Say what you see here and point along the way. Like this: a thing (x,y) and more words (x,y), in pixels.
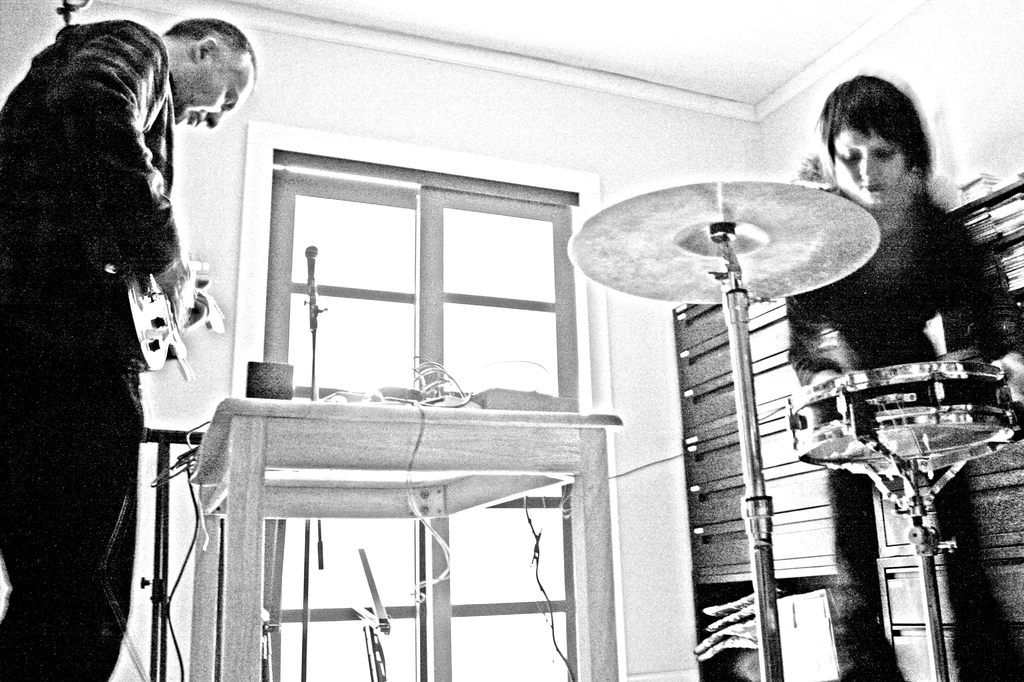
This is a black and white image clicked inside the room (172,615). On the right side of the image (919,299) there is a person (902,270) standing and playing the drums (951,402). On the left side of the image (78,439) there is a man (78,354) holding a guitar (146,298) in hands (169,284) and looking downwards. In front of this person (130,449) there is a table (389,433). In the background (449,325) there is a window (411,274).
